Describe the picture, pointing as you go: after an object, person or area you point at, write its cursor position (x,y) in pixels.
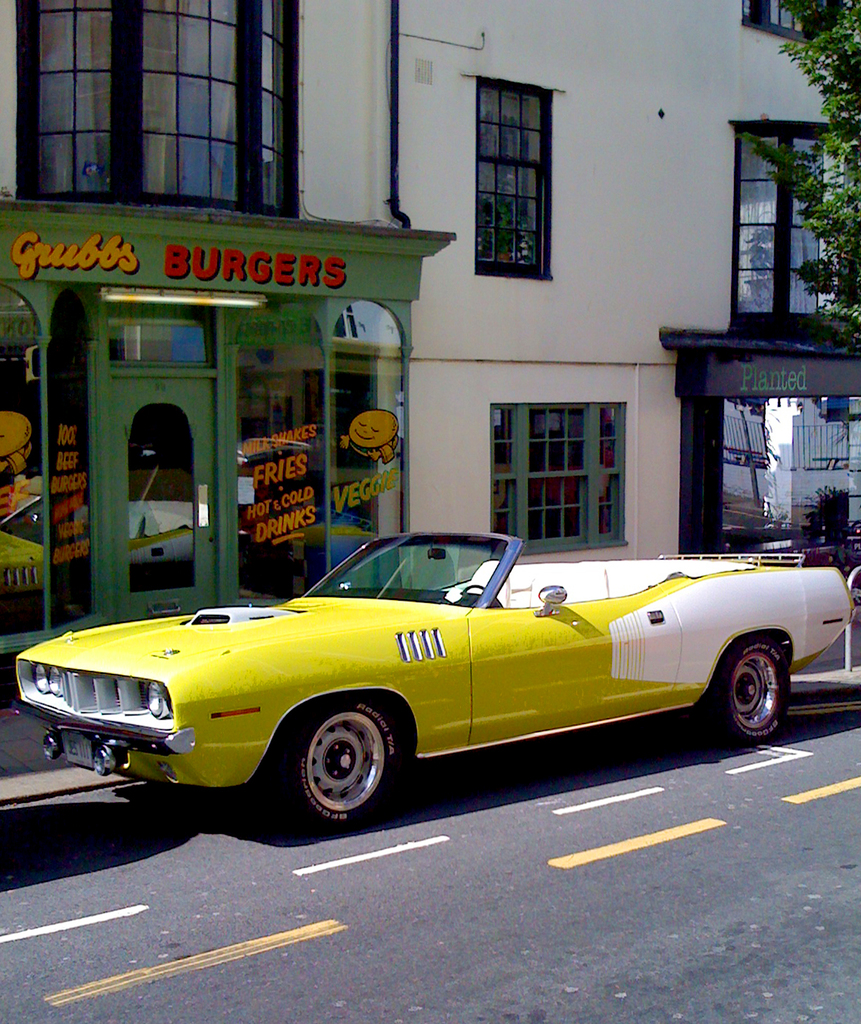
In this image, we can see a car (400,605) in front of the building (401,238). There is a branch (837,165) in the top right of the image (833,121).
